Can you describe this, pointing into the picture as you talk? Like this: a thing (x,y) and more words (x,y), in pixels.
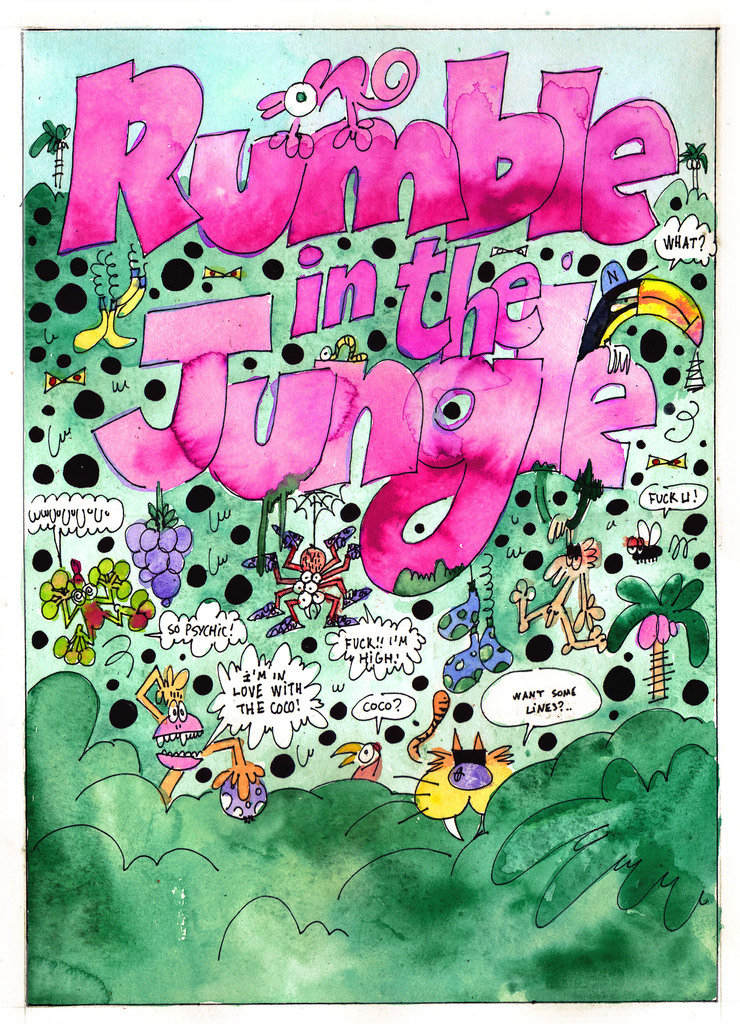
In this picture I can observe cartoons (186,735). There is pink color text (340,202) in this picture. The background (497,604) is in green color.
